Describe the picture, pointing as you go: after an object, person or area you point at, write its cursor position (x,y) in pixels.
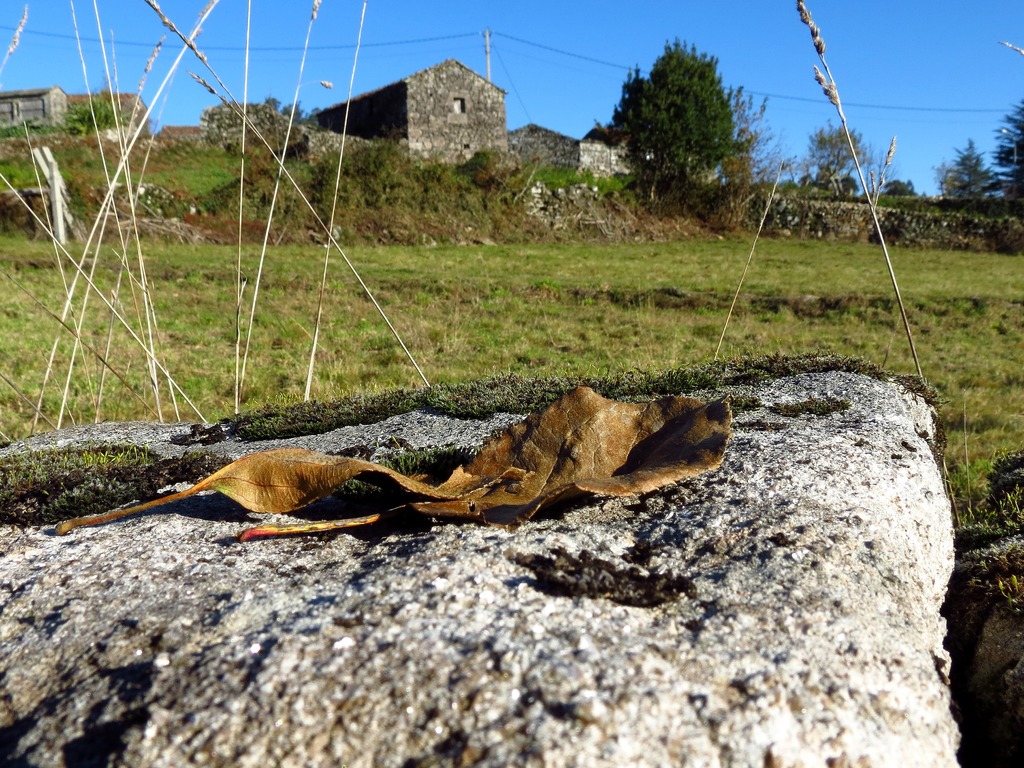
In the foreground (632,413) I can see a rock (520,654) and a leaf (531,514). In the background (917,286) I can see grass (934,259), trees (674,188) and houses (501,153). On the top (328,67) I can see the blue sky (348,27), poles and wires (510,81). This image is taken may be near the farm (647,328) during a day.
